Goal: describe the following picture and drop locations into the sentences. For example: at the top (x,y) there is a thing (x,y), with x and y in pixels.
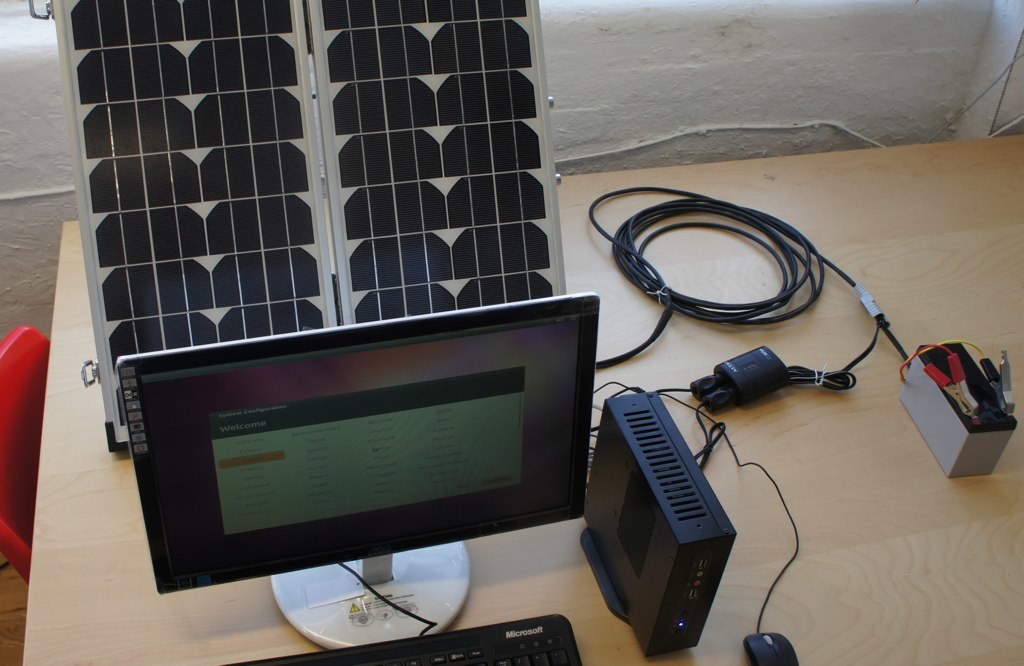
In this picture I can see system (187,354), solar board (389,250), wires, boxes (651,495) are placed on the table (830,392) and we can see one red color chair (2,524).
